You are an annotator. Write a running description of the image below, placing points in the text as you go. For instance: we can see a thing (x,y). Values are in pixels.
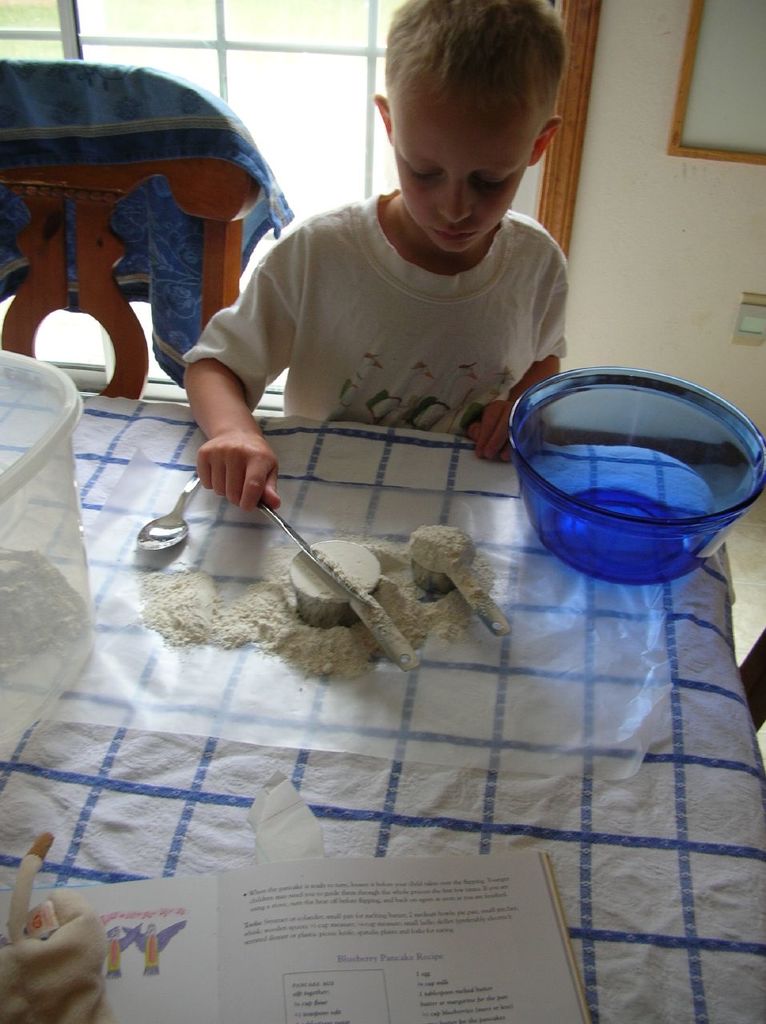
In this picture we can see a table (171,808) with bowls (552,469), spoon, book (301,864), toys (44,848), powder (314,643) and some objects (446,566) on it, chair (95,277) with a cloth (128,90) on it, boy (501,299) standing and in the background (726,76) we can see a frame (688,131) on the wall (642,25), rods (79,45).
